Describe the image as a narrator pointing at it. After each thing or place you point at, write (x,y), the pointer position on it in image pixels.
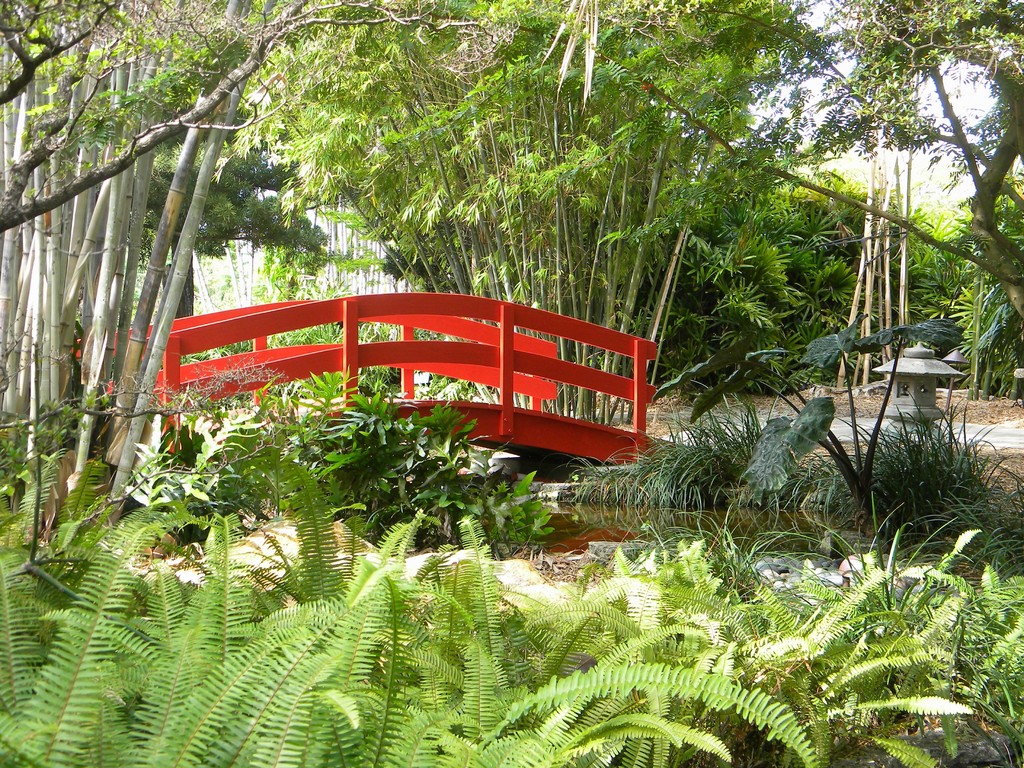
In this image we can see a walkway bridge (646,407), shrubs (413,442), plants (536,507), water (561,524), trees (603,196), bushes (750,224) and sky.
